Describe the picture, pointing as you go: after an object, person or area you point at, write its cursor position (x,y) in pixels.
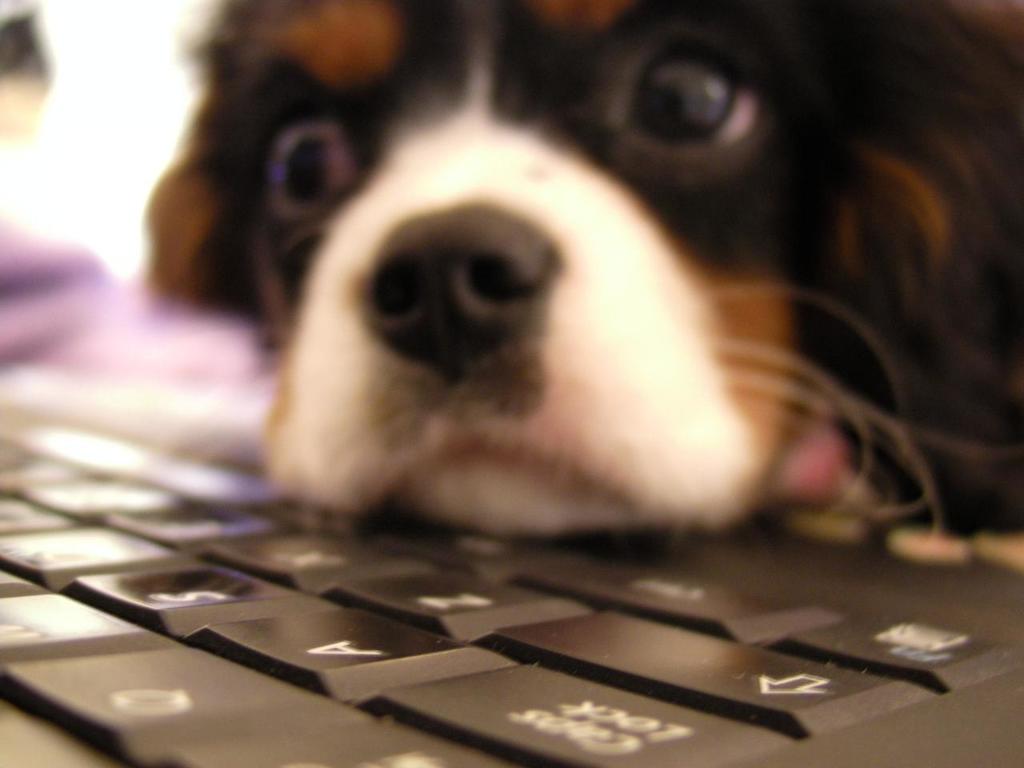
In this picture there is a dog (382,122) in the center of the image (525,378), by placing its face (495,260) on the keyboard (390,668), which is placed at the bottom side of the image (458,670).
